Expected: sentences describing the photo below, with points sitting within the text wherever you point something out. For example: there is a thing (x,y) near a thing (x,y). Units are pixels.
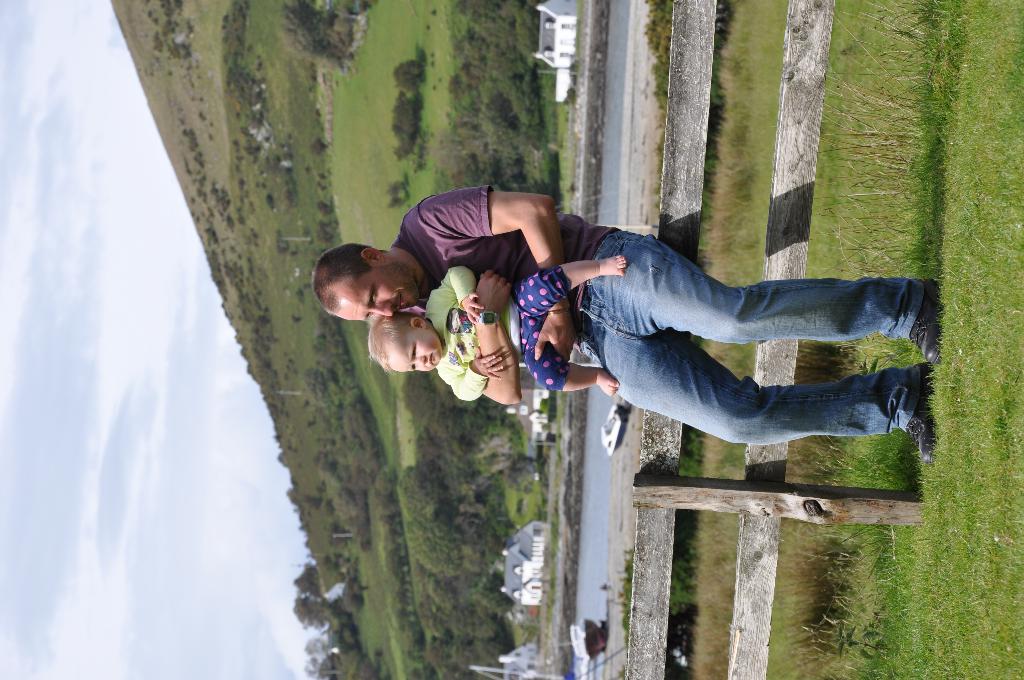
In this rotated image there is a man (717,332) standing on the ground (851,369). He is holding an infant (546,305) in his hand (553,322). There is grass (830,448) on the ground (811,546). Behind him there is a wooden fence (683,218). There is water (619,201) behind him. There are boats (588,620) on the water (588,504). In the background (307,440) there are mountains (316,108). There are trees (406,109) and grass (336,110) on the mountains (377,553). Below the mountains (458,546) there are houses (515,580). To the left (125,489) there is the sky (134,466).
